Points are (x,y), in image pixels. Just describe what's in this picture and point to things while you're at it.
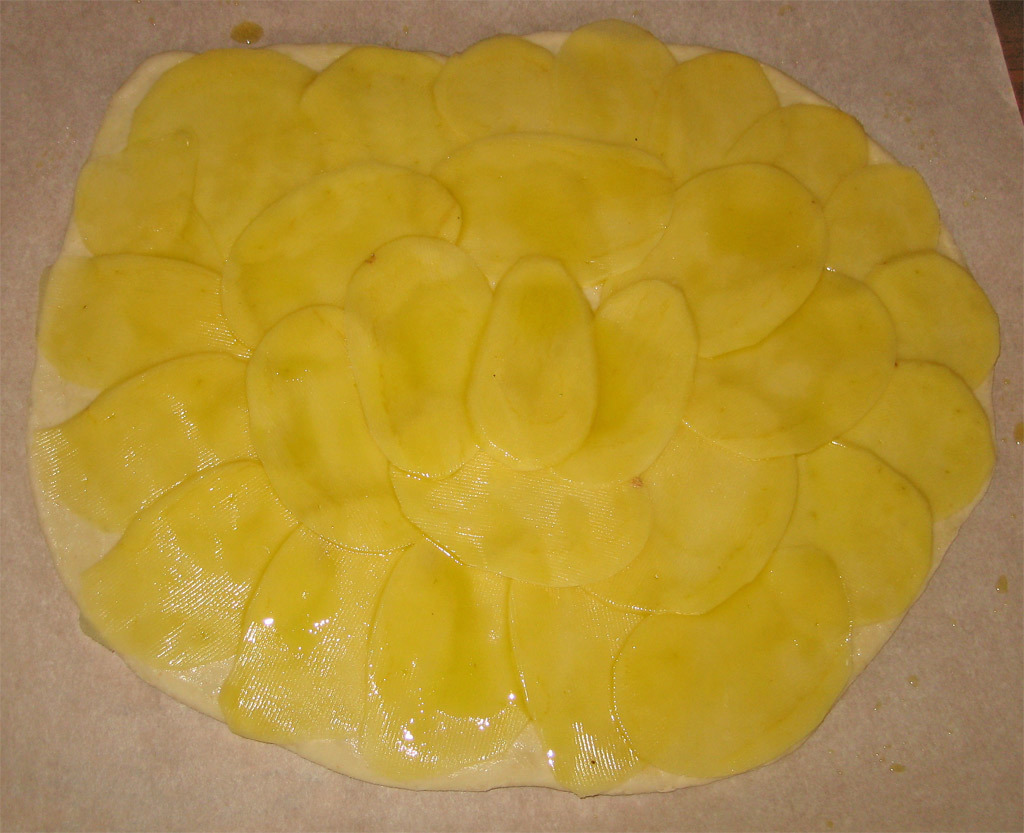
In this image I can see the cream colored surface (911,31) and on the cream colored surface (153,709) I can see a yellow colored thing (629,490).
